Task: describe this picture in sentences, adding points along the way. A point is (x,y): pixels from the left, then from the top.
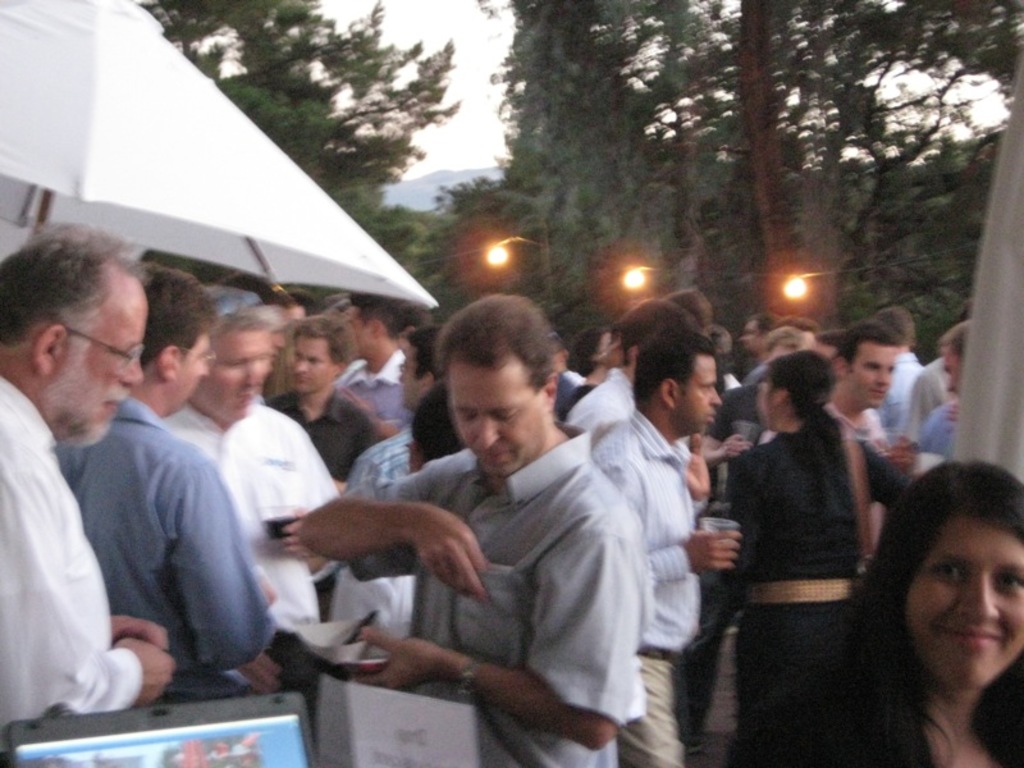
In this image we can see the object (427,195) looks like a mountain (438,185), some people (463,616) are standing, one object (277,703) with photos (209,758) on the ground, some people (209,685) are walking, one white color tent (221,204), one white object (990,289) on the right side of the image (1003,364), some people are holding some objects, three lights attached to the wire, some trees (508,152) in the background (785,310) and at the top (467,82) there is the sky (473,150).
